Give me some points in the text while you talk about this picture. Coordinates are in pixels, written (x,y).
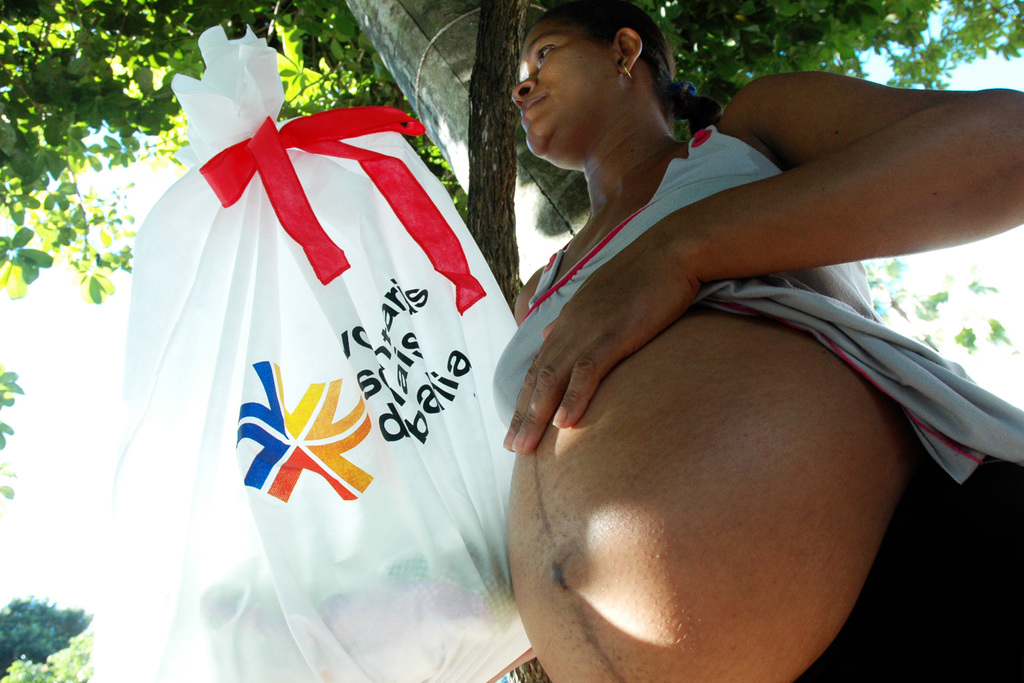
In this image there is a pregnant lady (602,323) standing, in front of her there is a cover (282,298) held by her. In the background (129,28) there are trees (90,649) and the sky (48,368).
